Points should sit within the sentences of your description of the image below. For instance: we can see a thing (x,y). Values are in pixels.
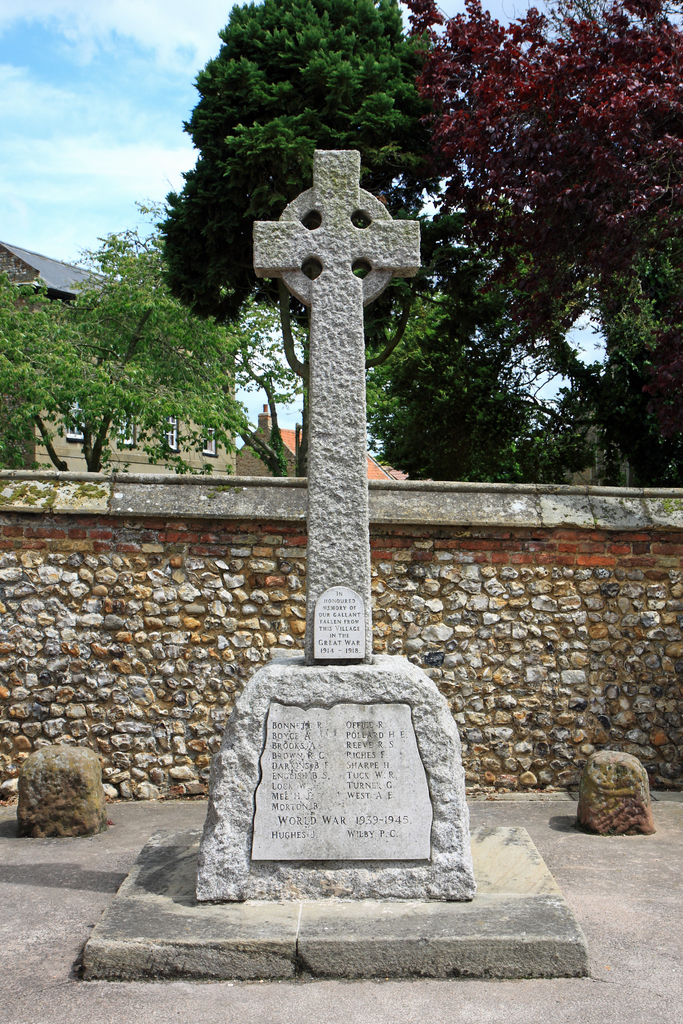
This looks like a memorial stone (365,784). I think this is the compound wall (233,615). These are the trees (485,147) with branches (285,176) and leaves (282,177). In the background (202,452), I can see the buildings (209,445) with windows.
